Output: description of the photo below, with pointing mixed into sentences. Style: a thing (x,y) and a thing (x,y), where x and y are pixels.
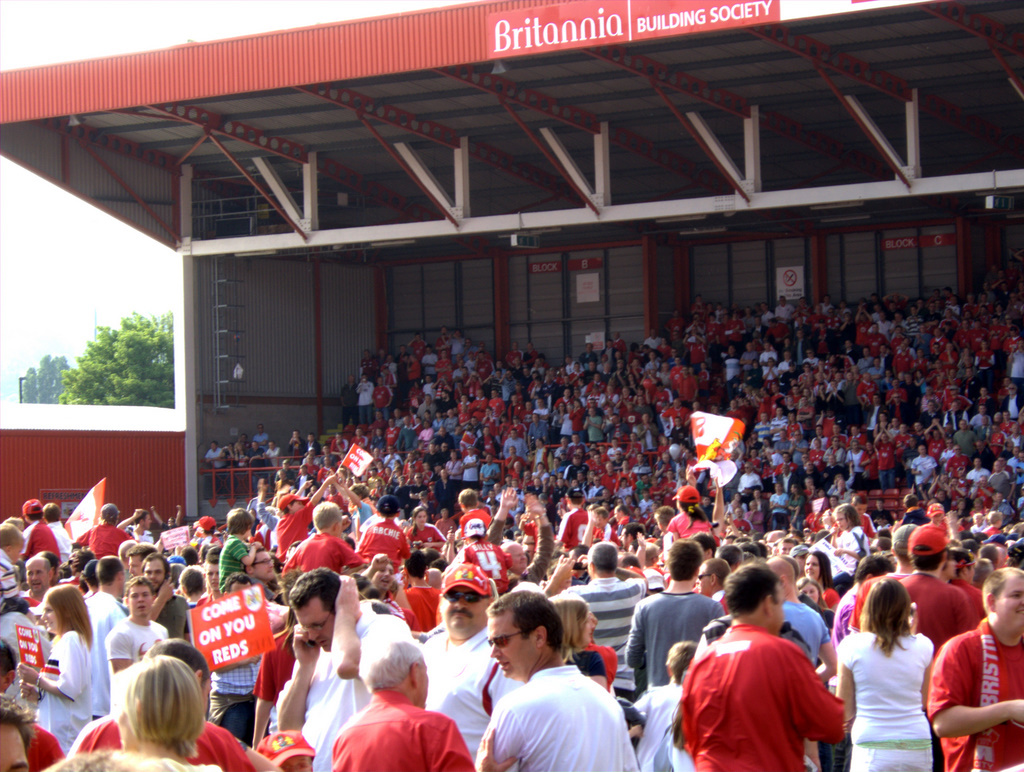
In this image I can see number of people (545,475) are standing. I can see few of them are wearing caps (287,497) and few of them are holding boards (220,601) and flags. In the background (477,231) I can see a shed (249,217) and on the top of it I can see something is written. I can also see few boards (554,270) in the background (541,262) and on every board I can see something is written. On the left side of this image (139,347) I can see few trees (170,334).
